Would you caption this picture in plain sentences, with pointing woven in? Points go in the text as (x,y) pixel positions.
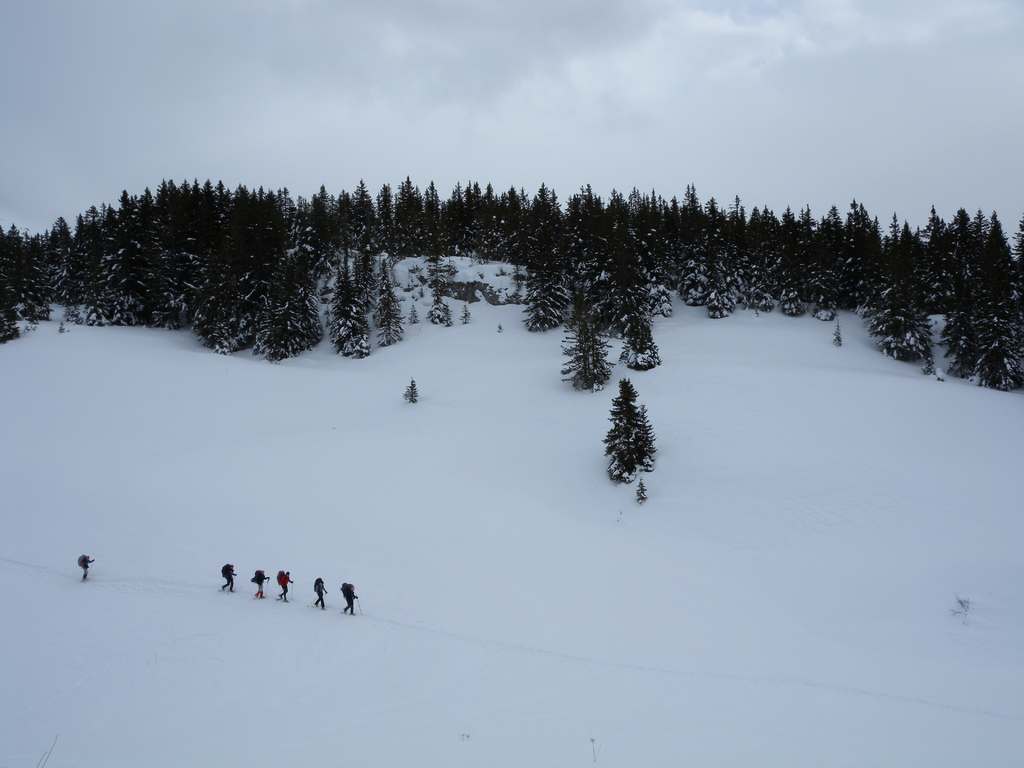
In the picture we can see a hill (455,571) which is covered with full of snow (835,710) on it, we can see some people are walking, wearing bags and on the top of the hill (860,422) we can see trees (360,229) and behind it we can see a sky (684,81) with clouds (166,4).
